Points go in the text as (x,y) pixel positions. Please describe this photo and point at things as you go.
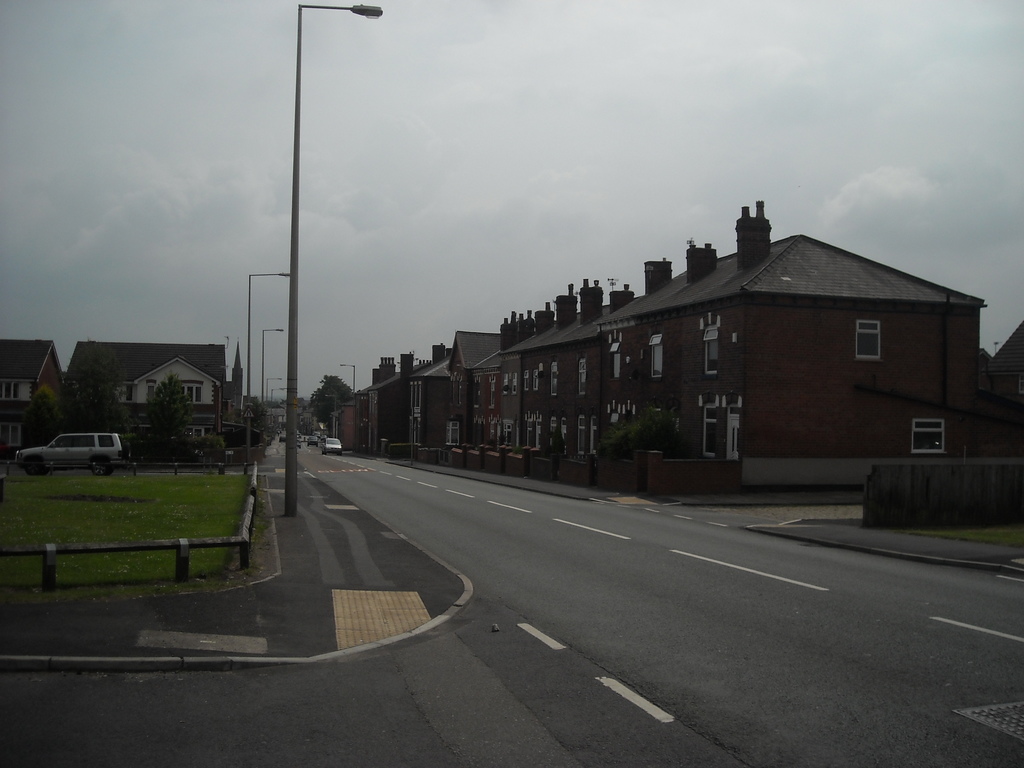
In this image I can see the road (519,544). On the road (359,484) I can see the vehicles (314,443). To the side of the road (334,456) there are light poles (292,381) and the houses (136,345). In the background (405,221) I can see the sky (263,210). I can also see the trees (178,415) to the side.
